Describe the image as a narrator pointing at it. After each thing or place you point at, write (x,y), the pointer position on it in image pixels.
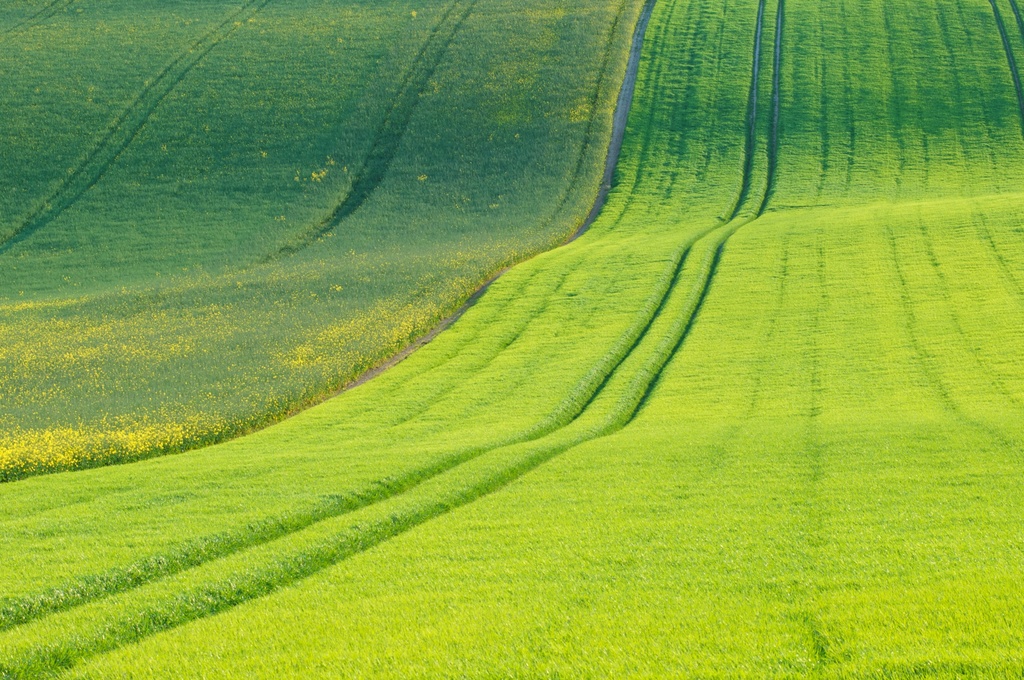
In this picture I can see fields (292,301) and few paths (631,91) in the middle (482,275).
